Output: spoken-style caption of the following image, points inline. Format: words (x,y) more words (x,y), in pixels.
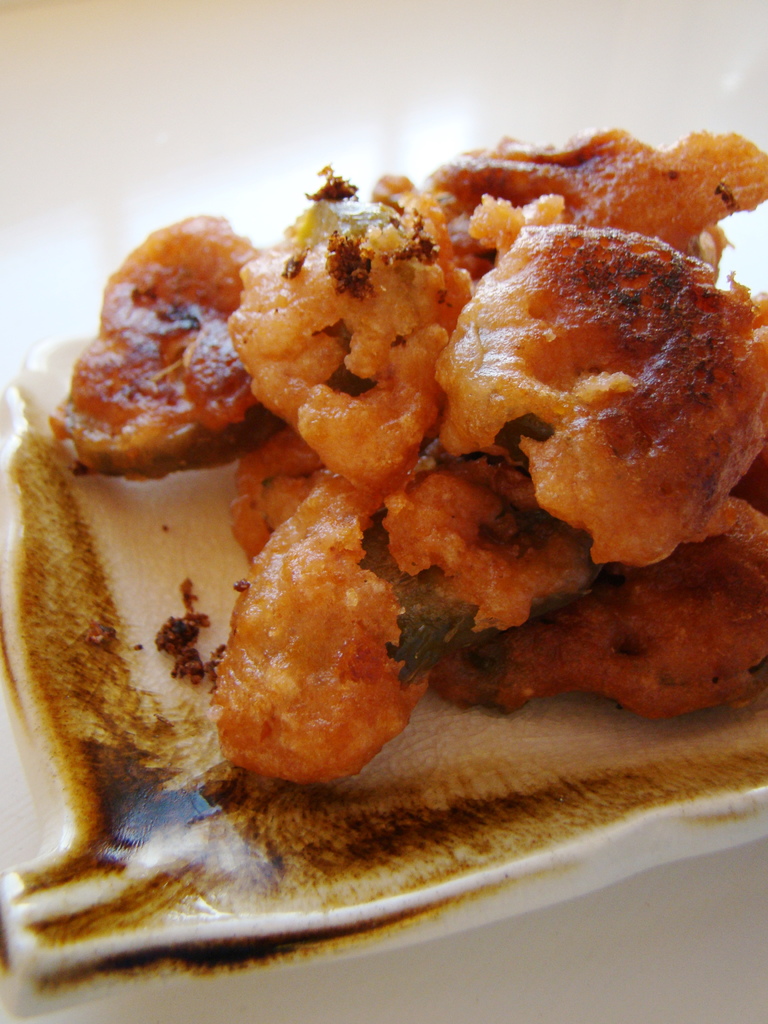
In this picture we can see food (533,645) in the plate (428,702) and in the background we can see it is white color.
